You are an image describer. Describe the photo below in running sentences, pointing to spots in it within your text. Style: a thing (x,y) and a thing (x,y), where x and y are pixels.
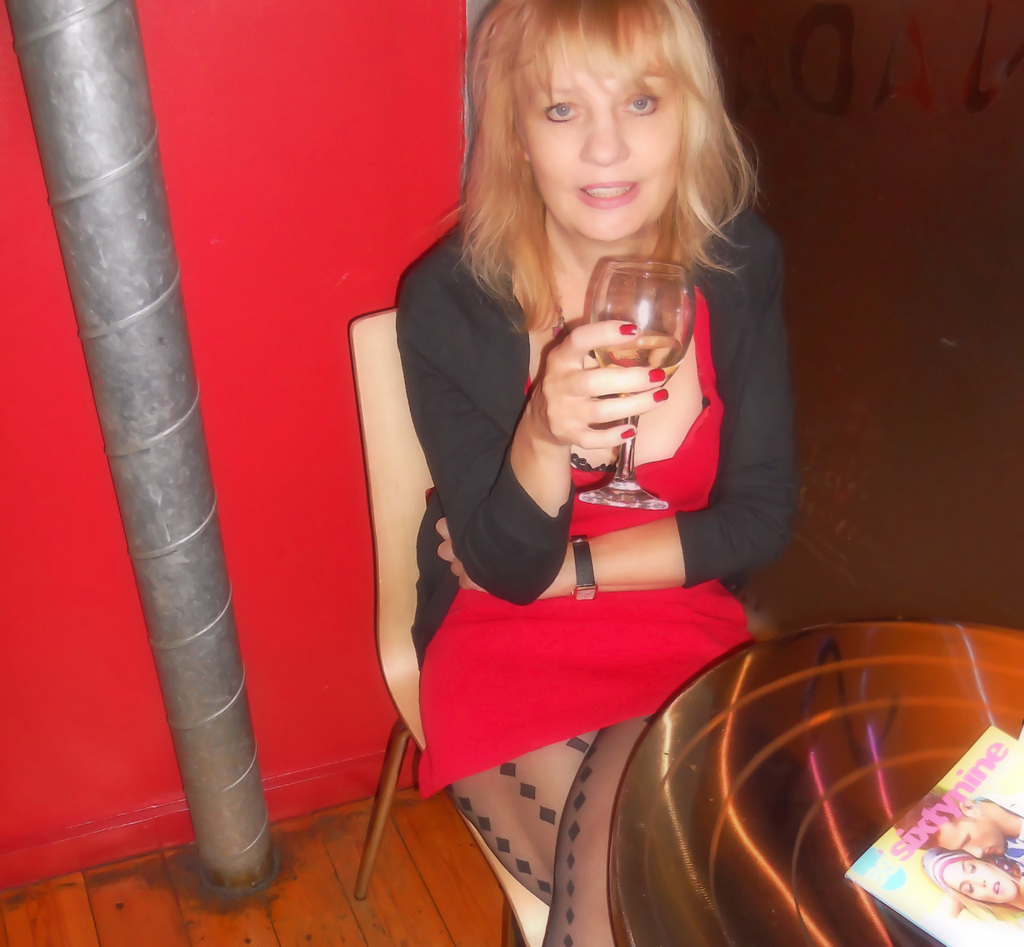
In this image I see a woman (430,745) who is sitting on the chair (414,730) and she is holding a glass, In front (857,770) there is a table (807,861) and a photo (1004,930) on the paper (961,941). In the background (324,740) I see the wall (10,46) and a pipe (57,26).
